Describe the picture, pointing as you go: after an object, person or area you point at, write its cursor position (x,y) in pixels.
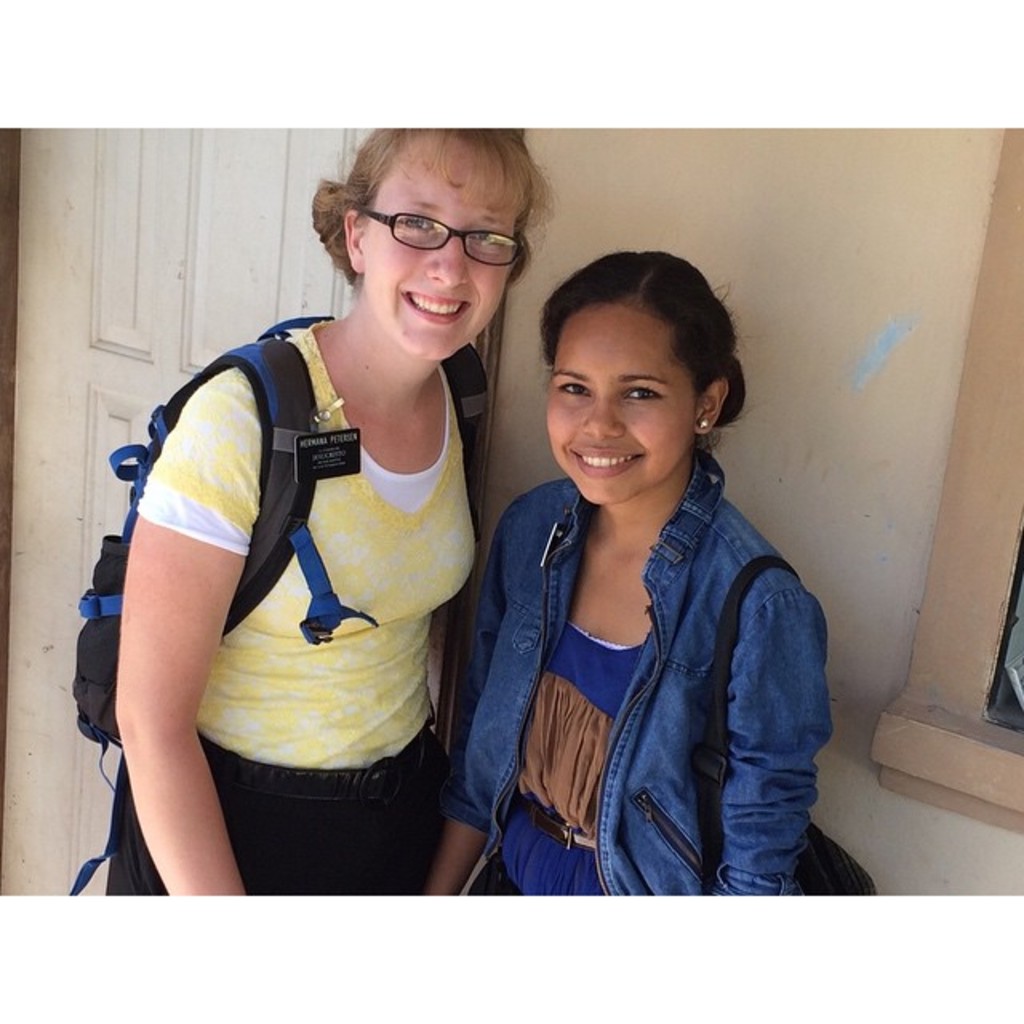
This is the picture of two ladies (405,201) one among them is wearing a blue color jacket (695,552) and other lady (338,748) a yellow color shirt (422,656) and a backpack (302,378) who have spectacles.
